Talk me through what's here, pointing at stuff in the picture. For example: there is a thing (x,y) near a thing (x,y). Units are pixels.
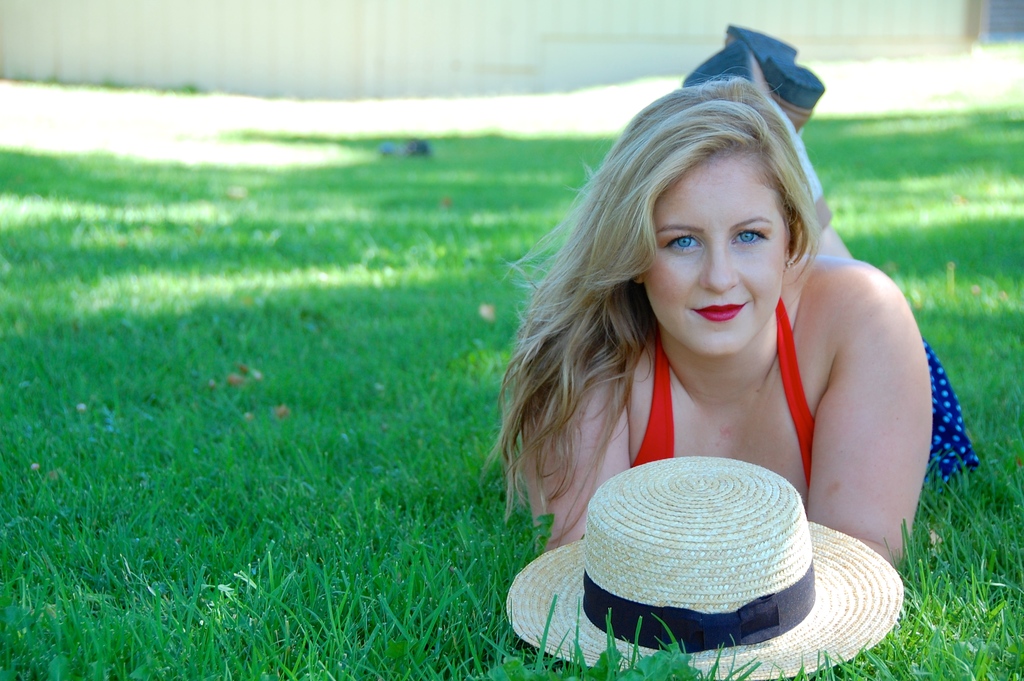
In this image there is a girl (624,297) lying on the surface (306,525) of the grass (396,584), in front of her there is a hat (620,621). In the background (415,72) it might be a fencing wall (308,47) of a building (301,60).
